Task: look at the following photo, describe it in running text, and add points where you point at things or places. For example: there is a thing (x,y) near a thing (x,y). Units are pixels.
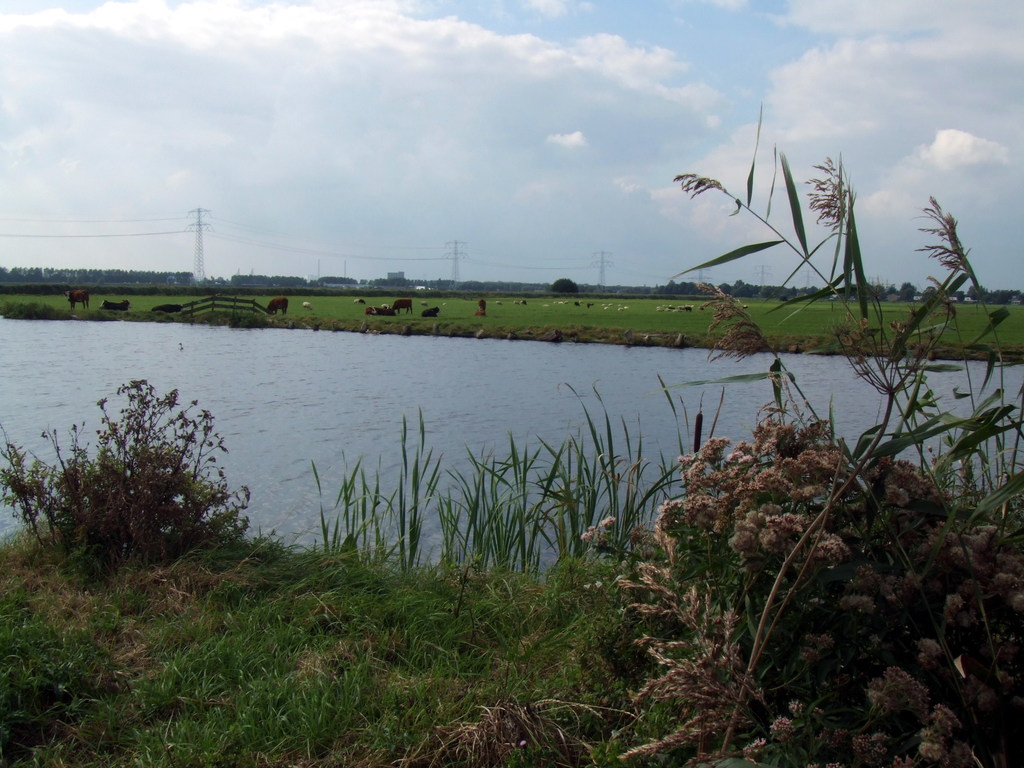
In this picture we can see grass (366,618) at the bottom (370,618), in the background (423,313) there are some animals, we can see water (385,419) here, there are some plants (708,600) here, we can see the sky (430,56) at the top of the picture (430,56), we can also see towers (200,233) and trees (661,292) in the background (696,289).
